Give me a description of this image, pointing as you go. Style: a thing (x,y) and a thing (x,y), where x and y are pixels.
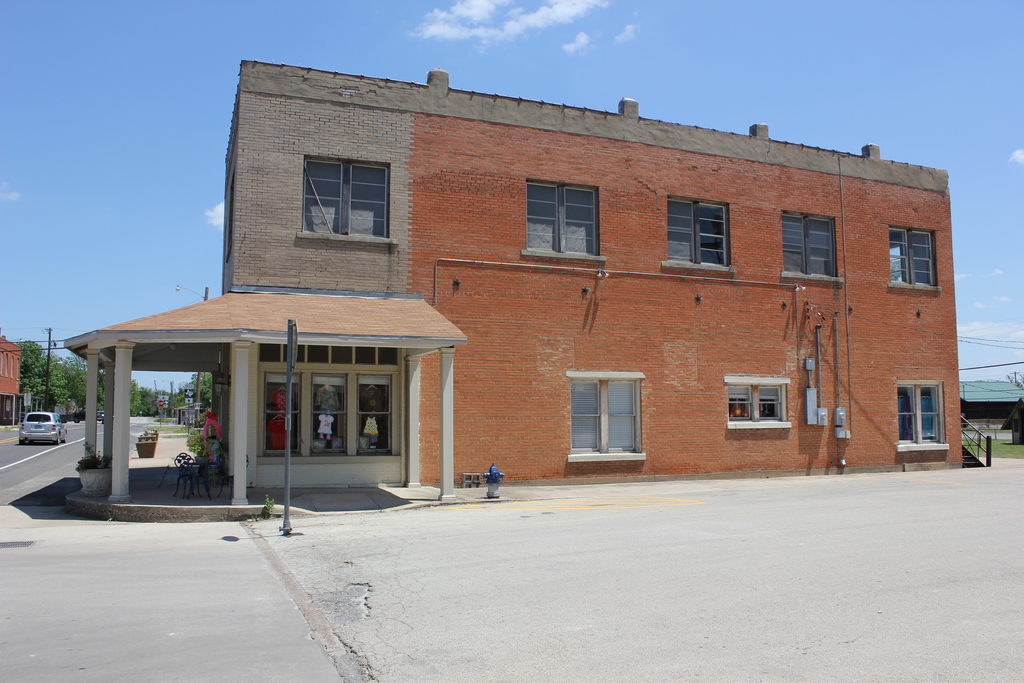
In the image we can see the building (514,365) and the windows (569,204) of the building (469,244). We can even see the vehicle (29,436) on the road (35,486). Here we can see poles (287,379), fire hydrant (502,476), grass (165,430) and trees (83,390). We can even see the electric pole (47,367) and electric wires (34,350). Here we can see this, light pole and the cloudy sky (67,142).
